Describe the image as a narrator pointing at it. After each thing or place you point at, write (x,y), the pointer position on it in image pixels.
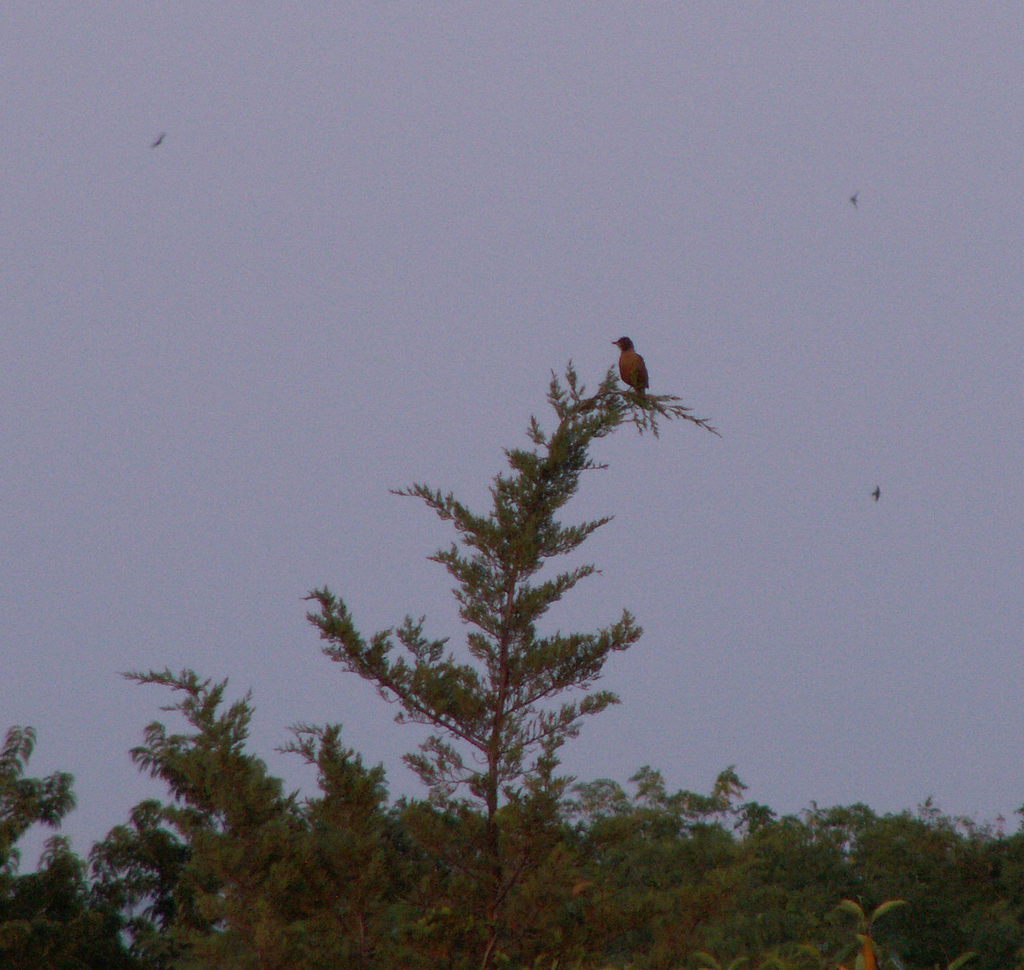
At the bottom of the image (582,923), we can see trees (737,910). In the middle of the image (492,595), we can see a bird (633,371) on the tree (565,489). In the background (412,247), we can see the sky (516,223).
